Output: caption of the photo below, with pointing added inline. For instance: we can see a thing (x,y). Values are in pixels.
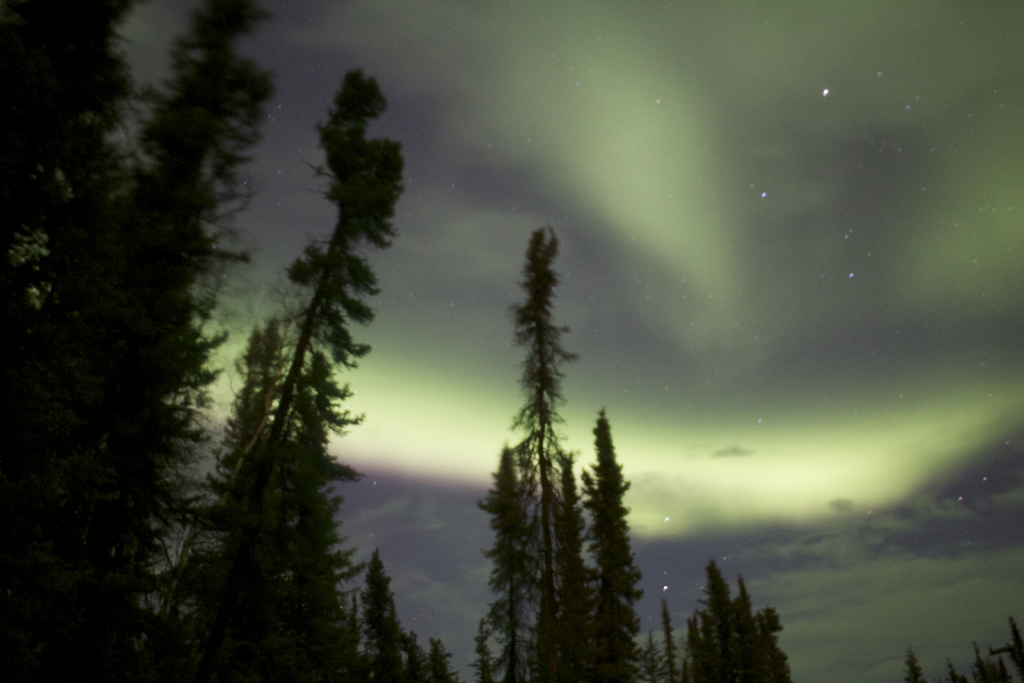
In this image there are few trees (327,600), there are stars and some clouds (832,577) in the sky (589,369).
